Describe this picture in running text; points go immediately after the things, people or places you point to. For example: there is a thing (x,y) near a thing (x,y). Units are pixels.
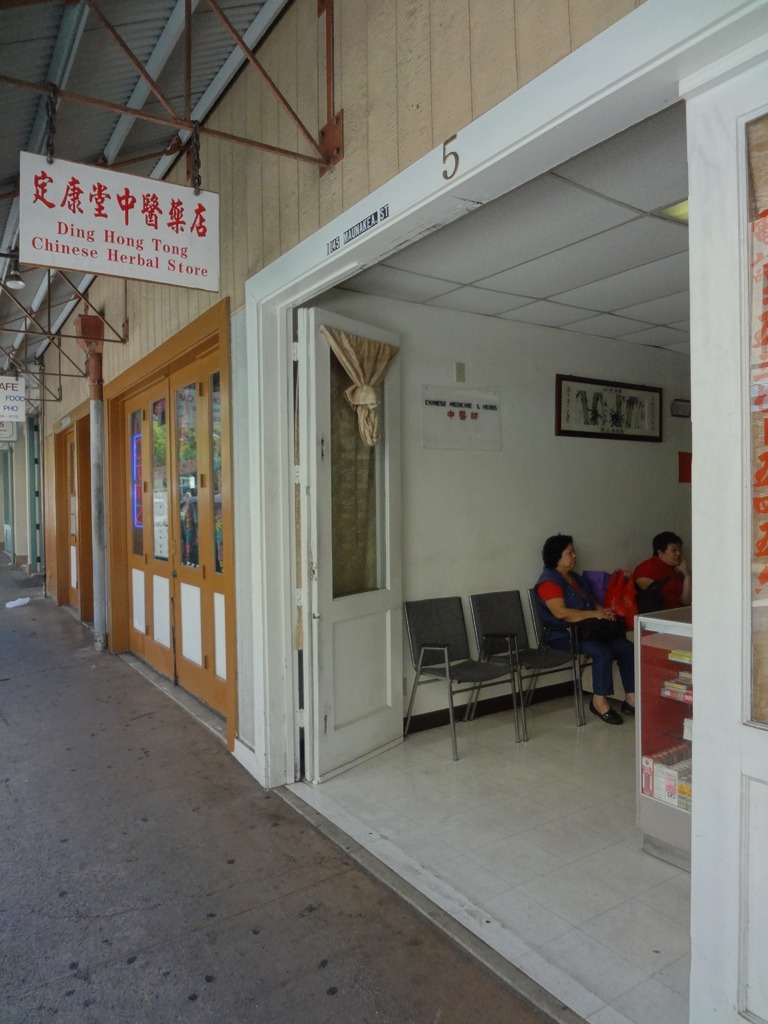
This Picture describe about a view of the shop (544,683) in which some chairs (475,671) and a woman (567,610) wearing blue shirt (569,601) is sitting with red cover (630,601) beside her on the chair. Behind on the wall (565,462) we can see the photo frame (603,388) and on the top (155,118) we can see the metal frame (190,69) and shed (123,80). with hanging name board (113,211).
